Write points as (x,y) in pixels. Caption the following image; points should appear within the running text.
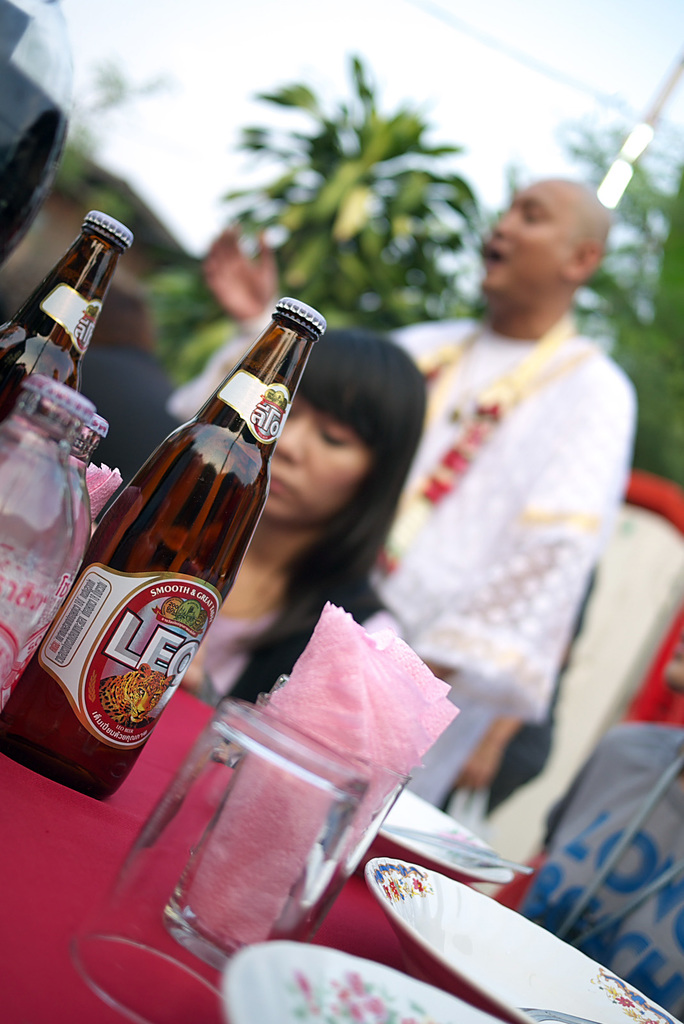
This image consist of a table (81,837) covered with red cloth (1,1014), on which glasses (283,881) and bottles (55,573), plates (404,912) are kept. In the background (391,584), there are three persons (520,642) and trees (380,249).
